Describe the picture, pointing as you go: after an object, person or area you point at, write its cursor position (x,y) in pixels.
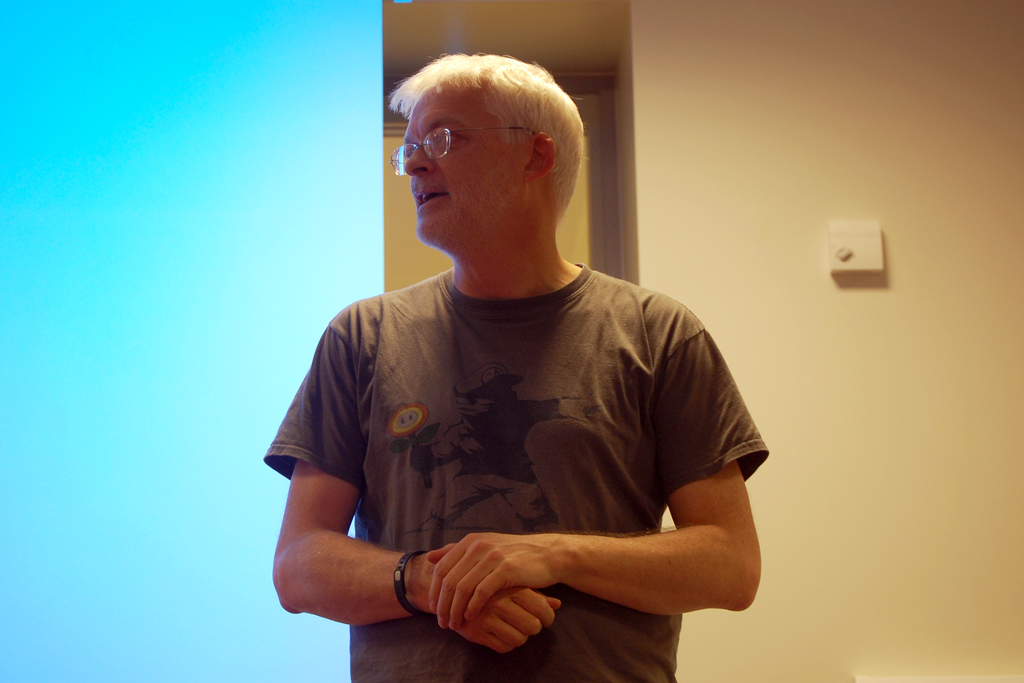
In this image we can see a man (454,514). Behind the man (432,352) we can see a wall (751,215). On the left side (110,178), we can see a blue background (94,486).
